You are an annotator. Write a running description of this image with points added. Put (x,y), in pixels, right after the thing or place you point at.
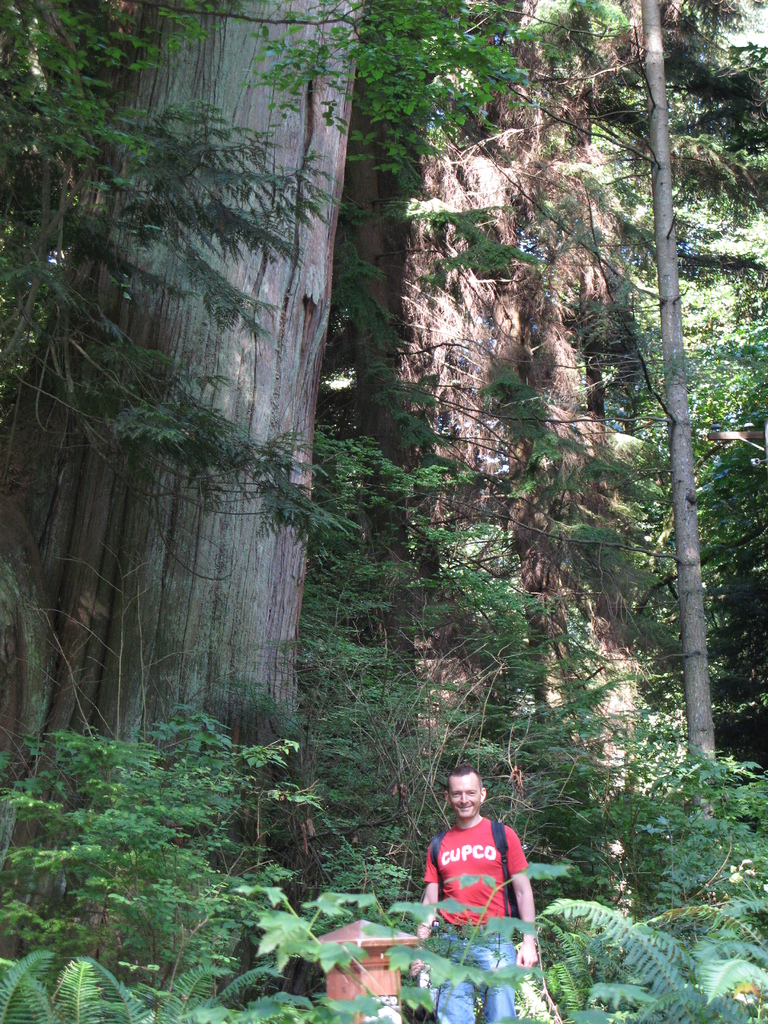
In this picture I can see a man (469,860) is standing and smiling, In the background (403,643) I can see trees (403,643) and plants (434,767). The man (429,903) is wearing red color t-shirt (472,892) and blue color jeans (489,941).
